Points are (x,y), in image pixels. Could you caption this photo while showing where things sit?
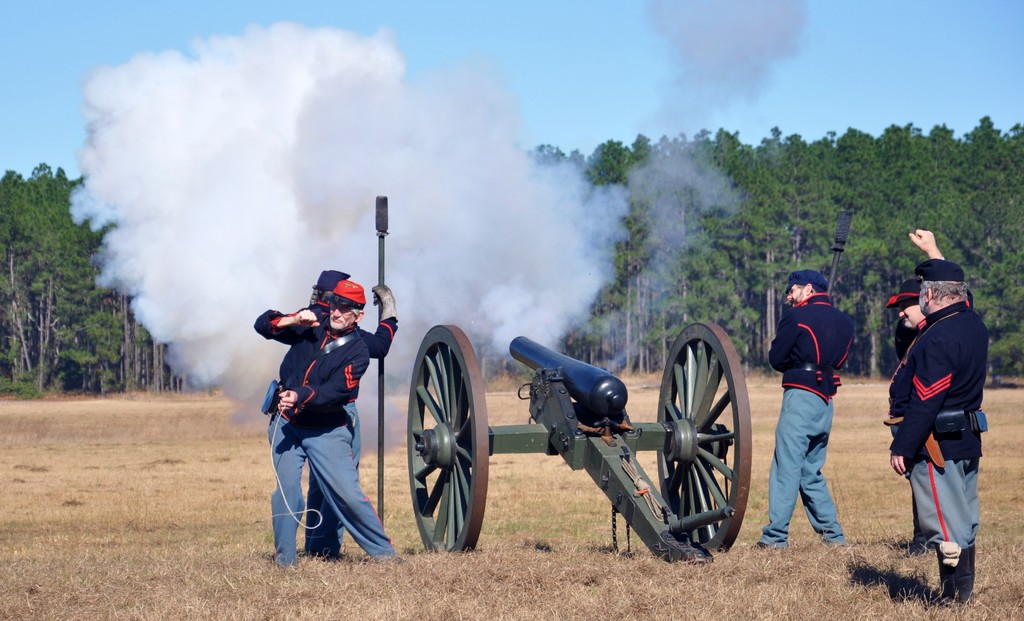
On the left side (314,404), there are two persons (348,326) in blue color shirts (303,346). One of them is holding a pole (379,497). Beside them, there is a cannon (476,448). On the right side (931,310), there are other persons (942,317). One of them is holding a pole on the grass (932,572) on the ground (932,572). In the background (143,162), there is smoke (485,141), there are trees (50,170) and there is the sky (419,22).
